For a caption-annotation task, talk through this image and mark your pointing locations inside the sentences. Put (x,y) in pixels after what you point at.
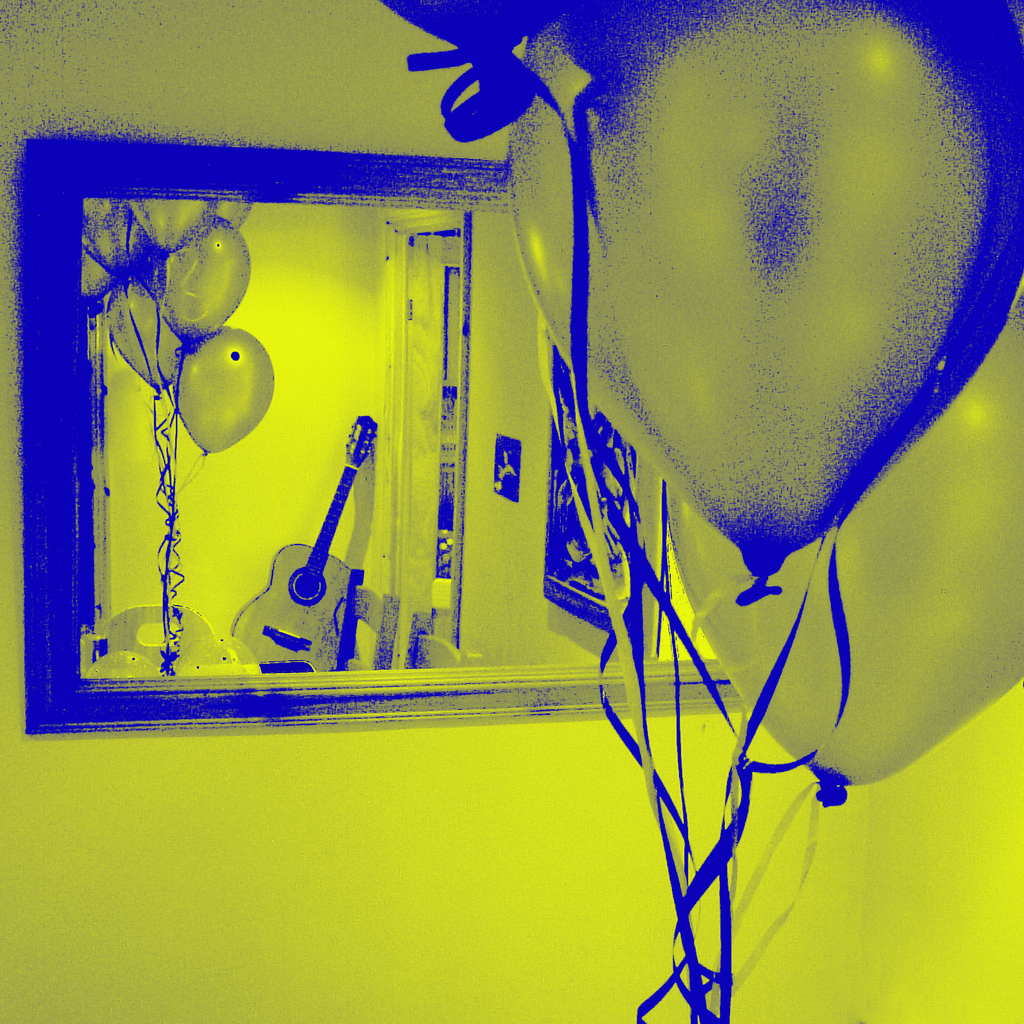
This is an edited image we can see balloons (752,475) on the right side of this image (782,504) and there is a mirror (362,568) in the middle of this image (524,493). There are balloons (185,364), guitar (321,563) and a door reflection (412,474) is present in the mirror (250,462).
